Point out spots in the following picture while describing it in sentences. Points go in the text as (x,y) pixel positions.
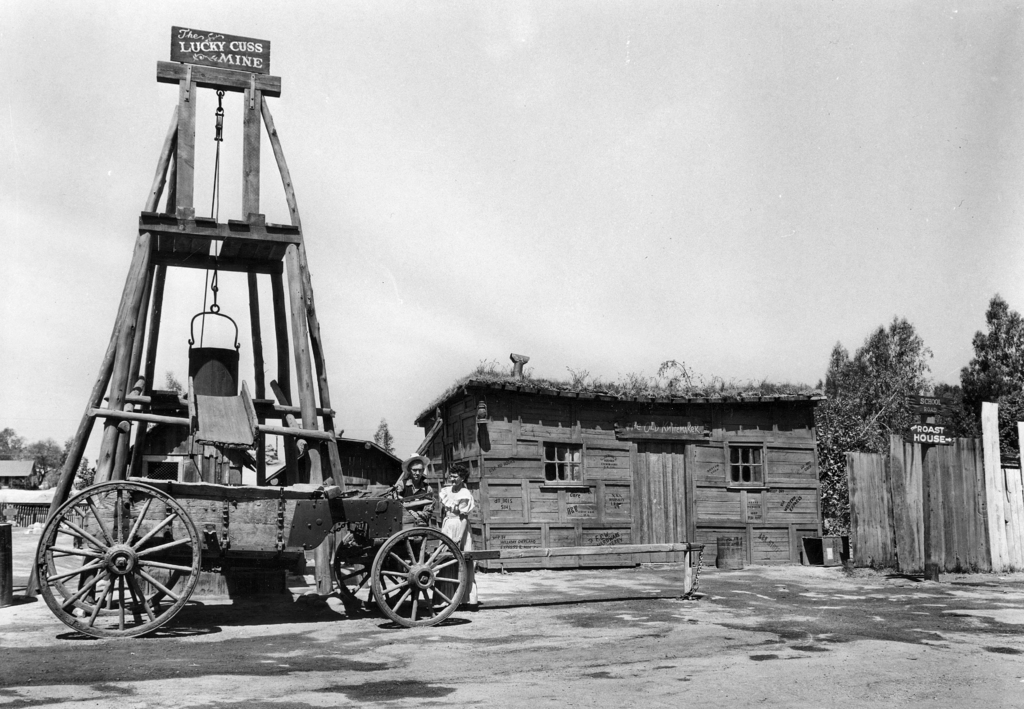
In the middle of the picture (603,459) we can see trees (853,421), building (619,477), people (422,497) and wooden vehicle (103,532). In the foreground (428,666) there is soil (615,581). At the top (592,118) there is sky (632,177).
